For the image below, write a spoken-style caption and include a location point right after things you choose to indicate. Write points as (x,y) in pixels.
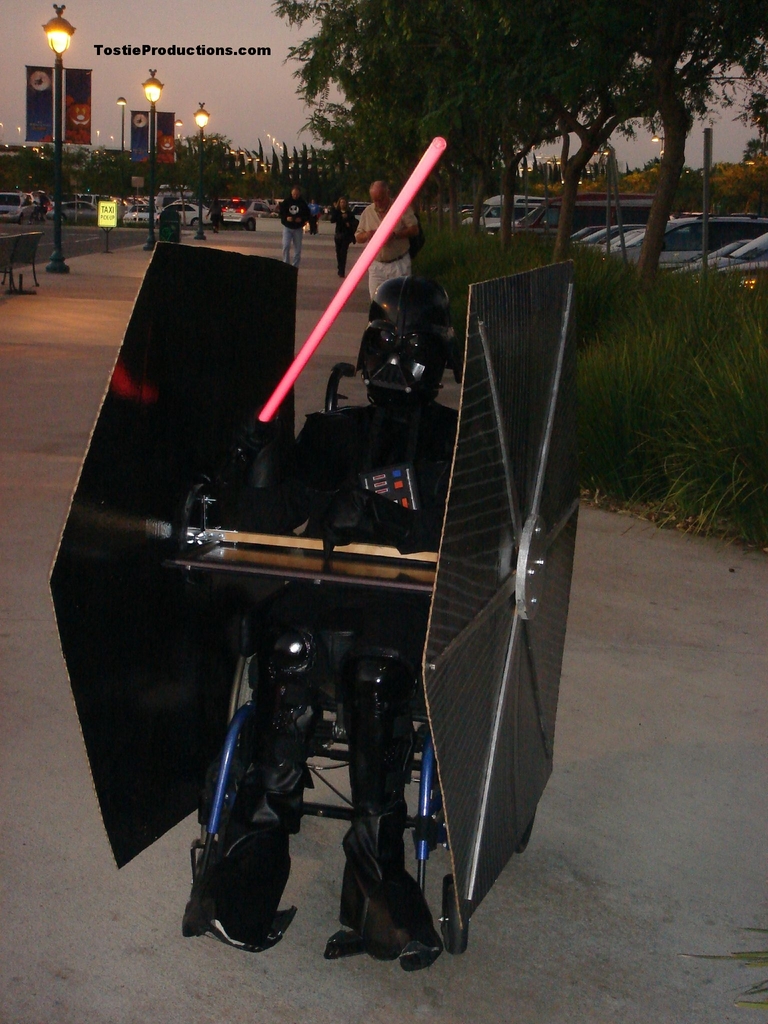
In the foreground of the picture (335,381) we can see a person (283,674) with an object (205,563). In the middle of the picture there are trees (543,175), plants (618,406), streetlights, boards (32,111), people (293,215), cars (689,245) and various objects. In the background (260,139) we can see light (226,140) and sky (291,67).
